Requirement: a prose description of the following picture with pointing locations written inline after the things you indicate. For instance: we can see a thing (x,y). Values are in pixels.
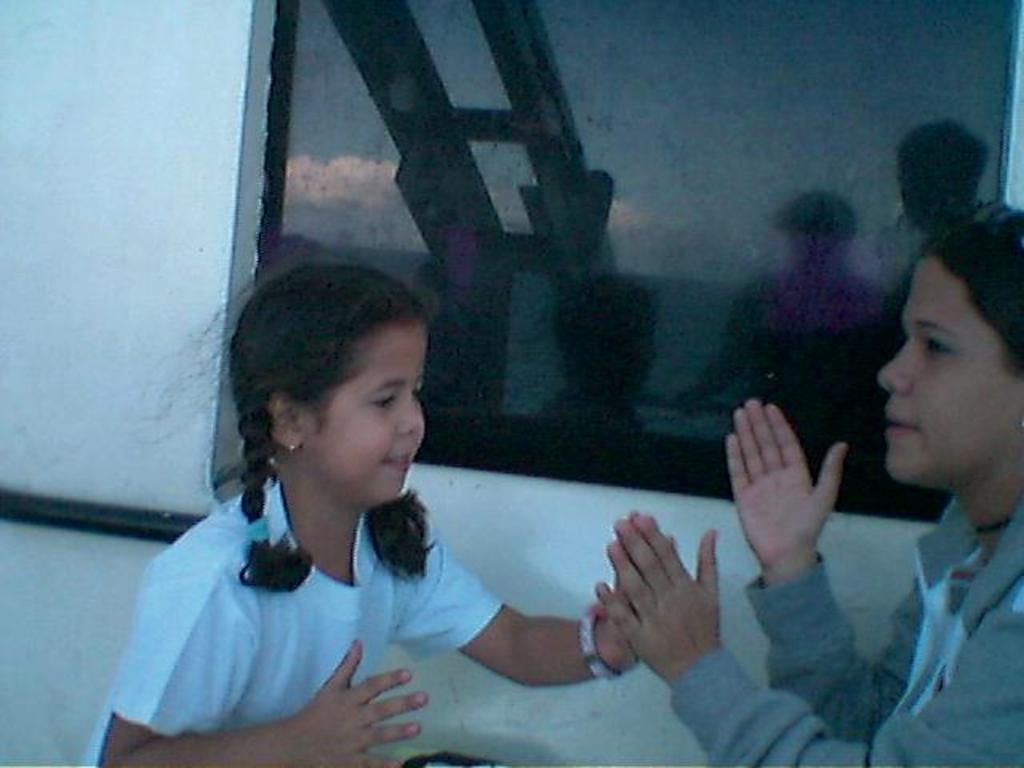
In this image there are two girls (648,528) playing something with their hands (647,534), and in the background (191,287) there is a wall (223,333) and window (353,242) through the window (405,70) we could see a reflection (810,254) of some persons (615,392) and some object (472,136) and sky (717,160).
